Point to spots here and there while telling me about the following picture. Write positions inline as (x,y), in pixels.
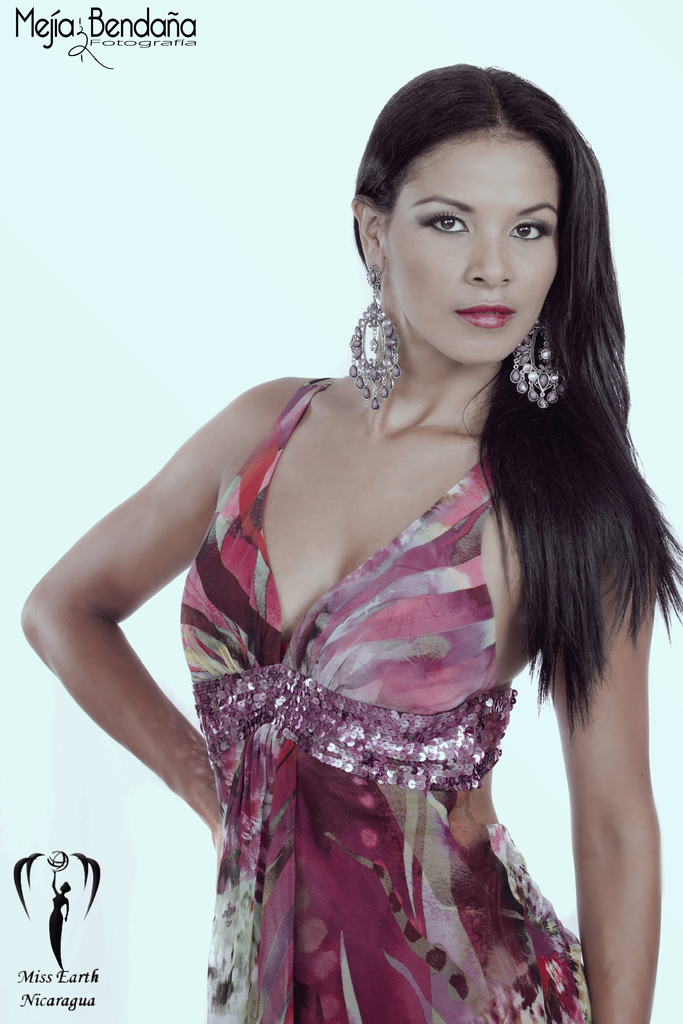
In this picture we can see a woman (439,942). On the left (52,1004) at the bottom (65,1007) there is text (27,1001). On the left (164,15) at the top (113,28) there is text (89,17). The background (144,285) is white.
